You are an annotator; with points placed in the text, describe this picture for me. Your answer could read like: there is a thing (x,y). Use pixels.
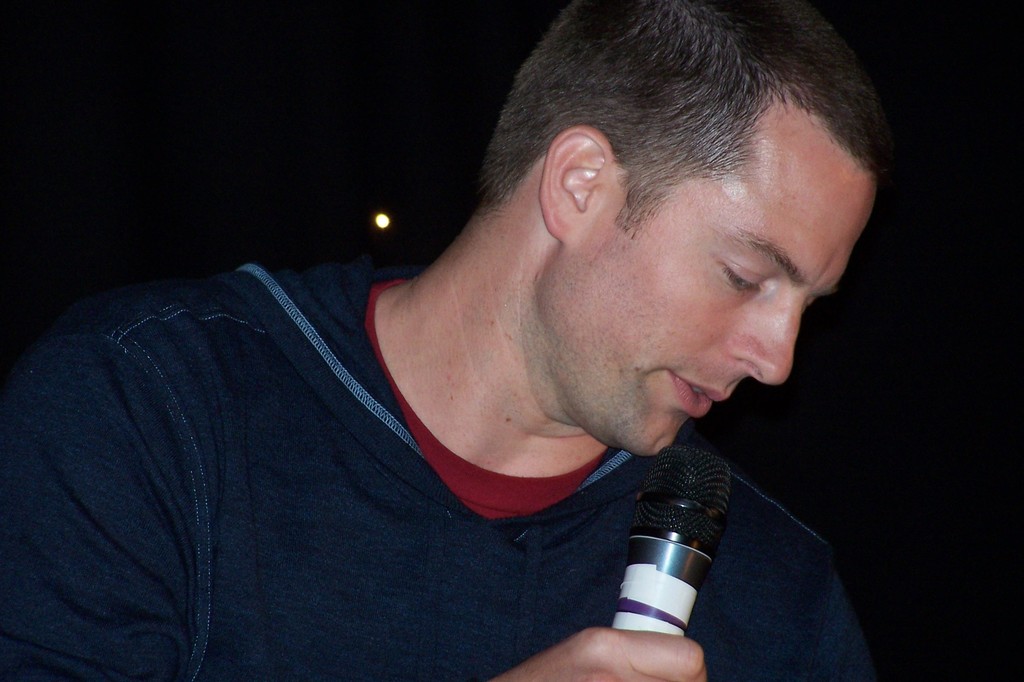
Here we can see a man (486,344) with a t shirt (394,596) holding a microphone (641,615) in his right hand (658,644) and he is talking.
